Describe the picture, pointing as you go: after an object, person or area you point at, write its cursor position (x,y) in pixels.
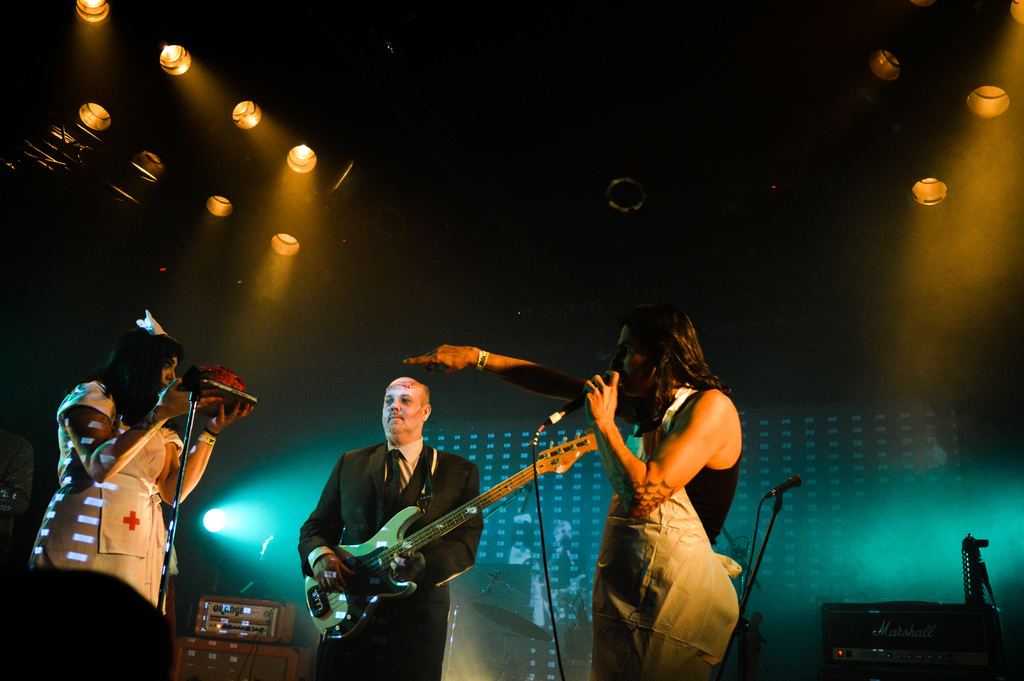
At the top (928,187) we can see lights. Here we can see persons (350,486) standing in front of a mike (191,420) singing and playing guitar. This is an electronic device (250,625).
